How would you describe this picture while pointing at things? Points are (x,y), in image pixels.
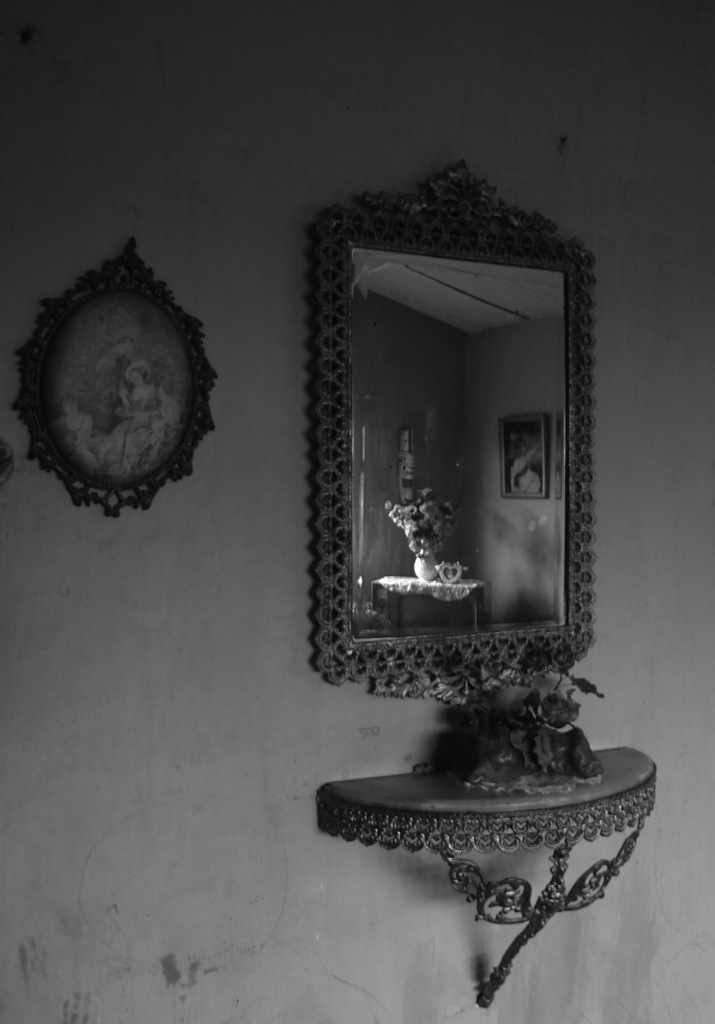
This is a black and white image in this image there is wall (582,967), on that wall (290,203) there is a mirror (374,676) and a frame (103,298).
